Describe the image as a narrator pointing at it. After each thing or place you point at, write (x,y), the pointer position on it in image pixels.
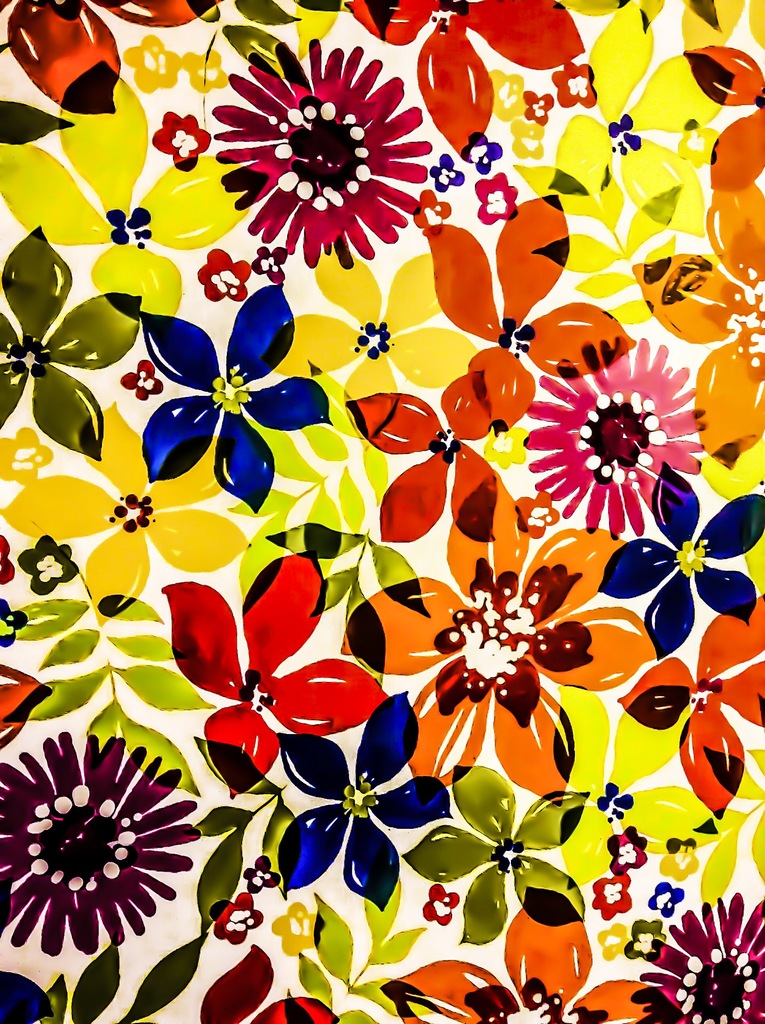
In the image there are beautiful flower paintings (273,598).
